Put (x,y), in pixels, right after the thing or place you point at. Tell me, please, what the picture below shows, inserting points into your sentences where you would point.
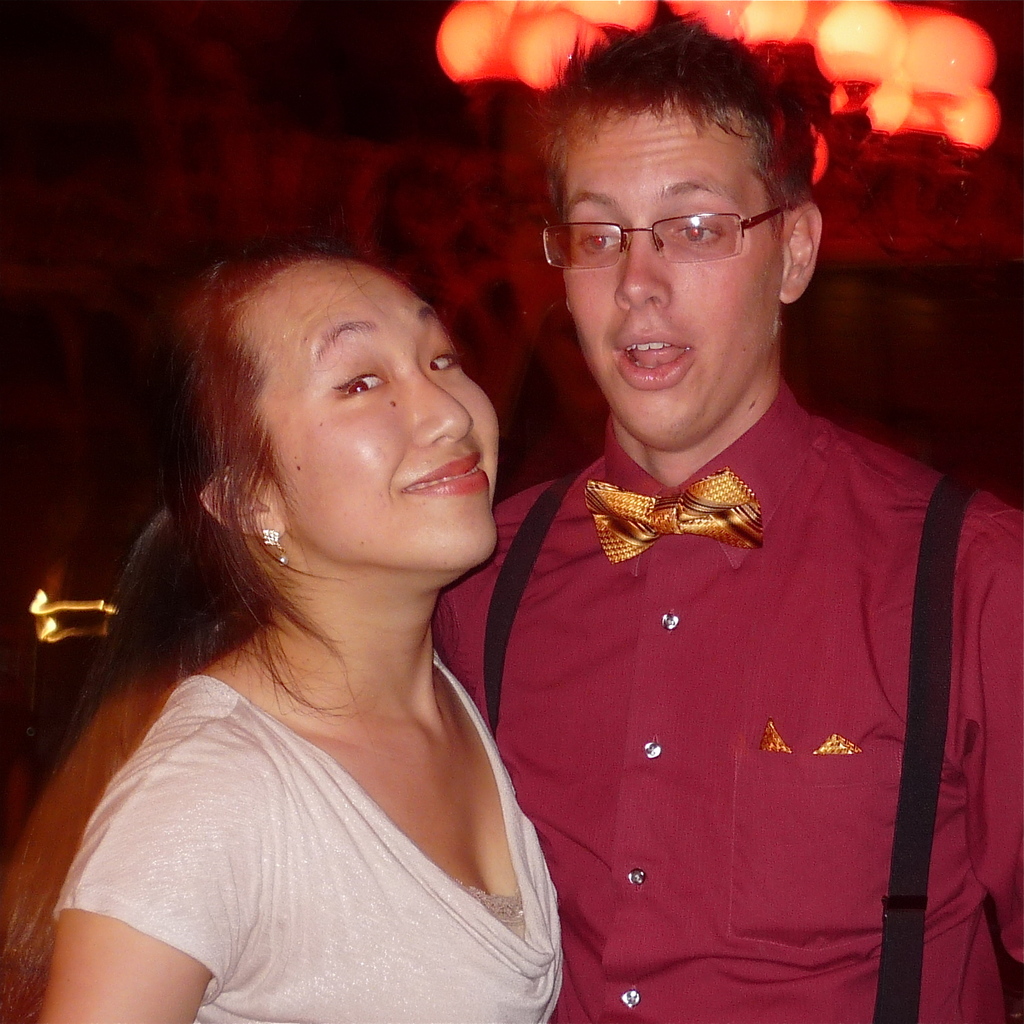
In this picture we can see a man (699,763) and a woman (304,846), this woman (379,725) is smiling, there is a blurry background (908,25).
